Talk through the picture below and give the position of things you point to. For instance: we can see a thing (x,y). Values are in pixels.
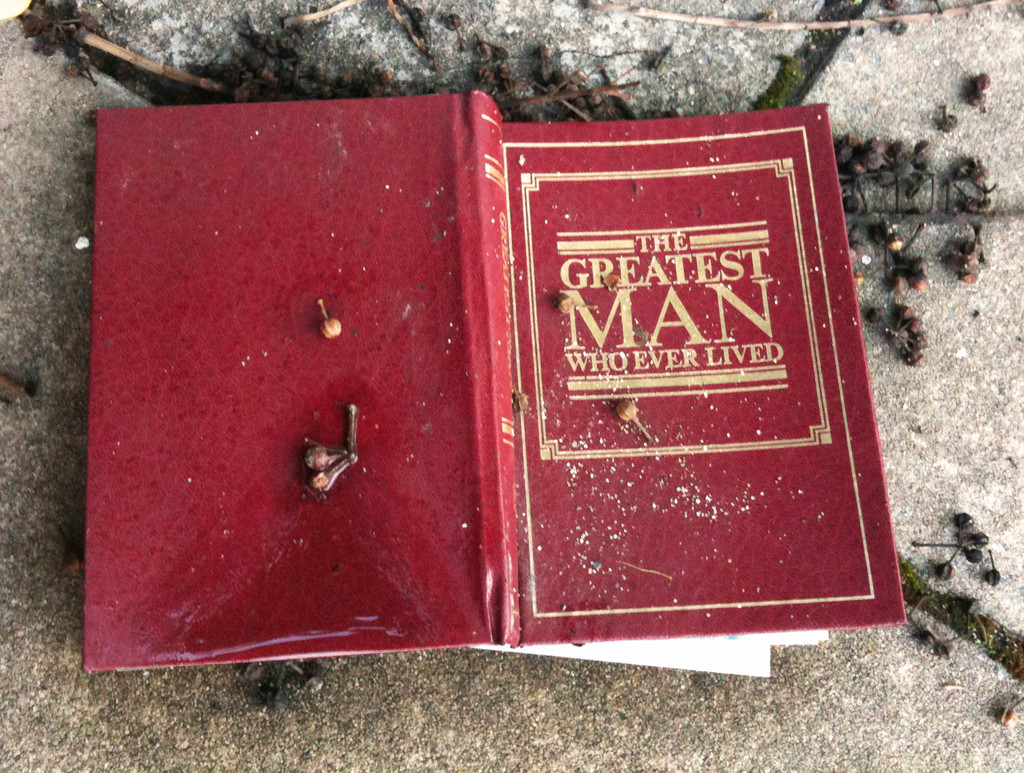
In this image there is a book (488,440) which is red in colour and there is some text (707,364) written on the book (697,358) and there are objects (874,227) which are black in colour.
